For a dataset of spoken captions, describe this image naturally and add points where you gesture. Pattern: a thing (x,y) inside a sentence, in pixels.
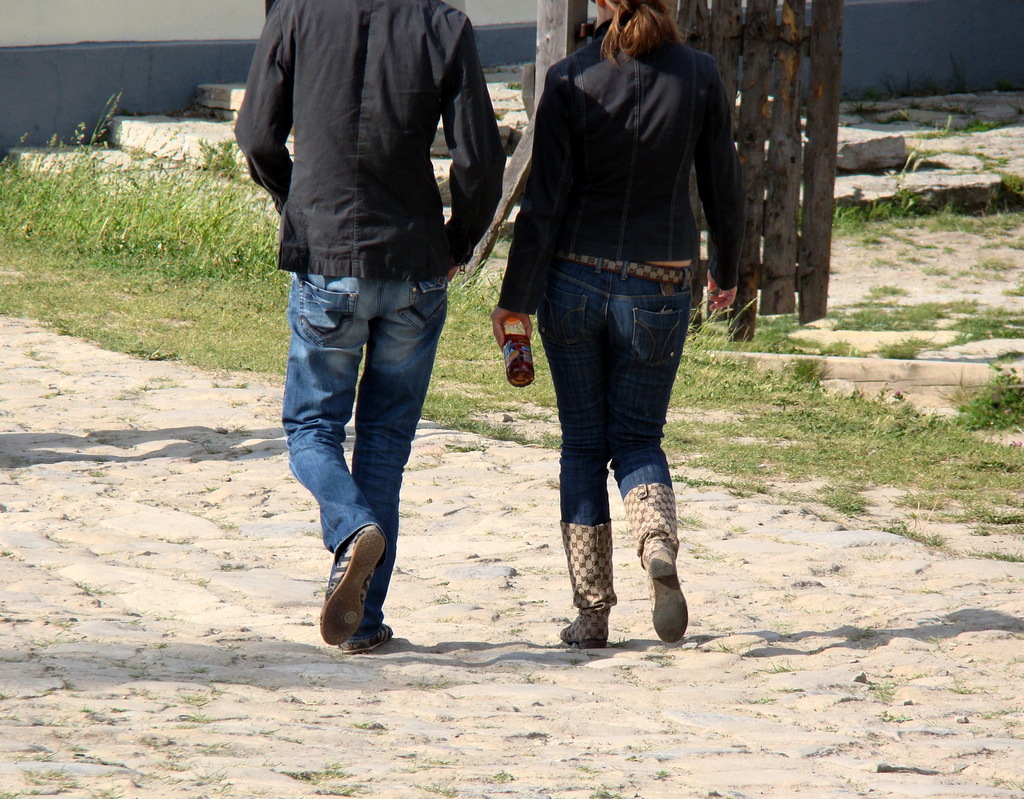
In this image there are two persons (388,284) walking on the ground (218,617). To the right (685,200) there is a woman (557,351) holding a bottle (516,364) in her hand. Beside them there's grass (204,271) on the ground (115,251). At the background (77,12) there is a wall (152,7).
